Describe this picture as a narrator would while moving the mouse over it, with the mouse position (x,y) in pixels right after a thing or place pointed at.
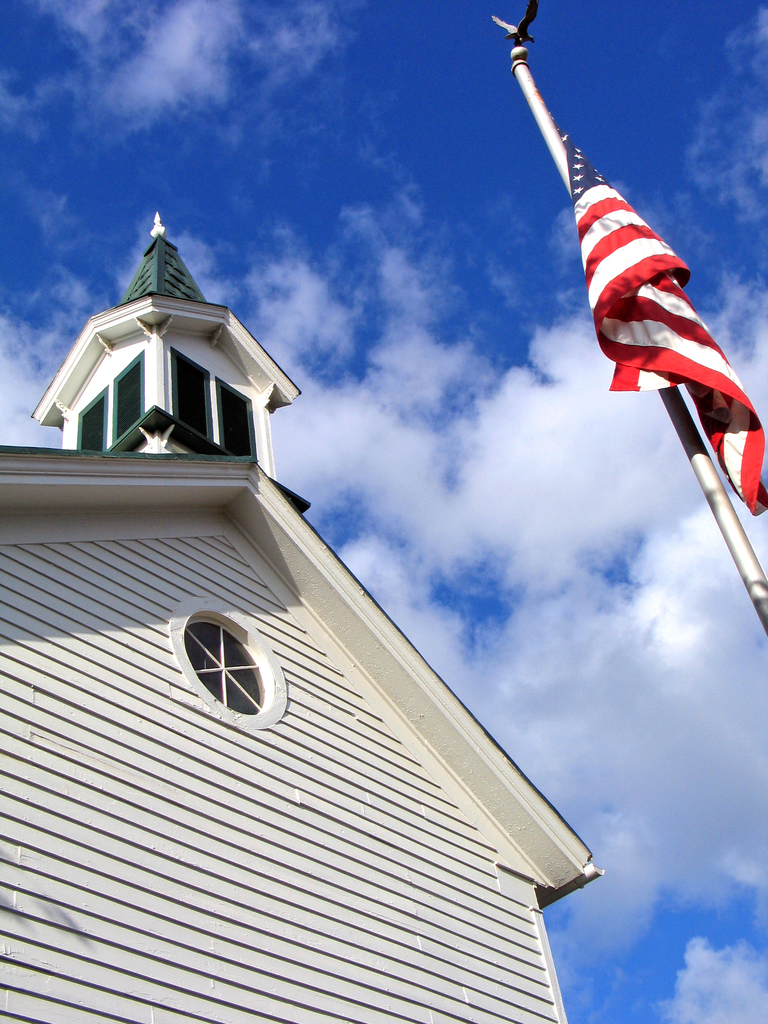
In this image we can see a building (276,926), pole (673,392), and a flag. In the background (561,513) there is sky (537,450) with clouds (689,515).
